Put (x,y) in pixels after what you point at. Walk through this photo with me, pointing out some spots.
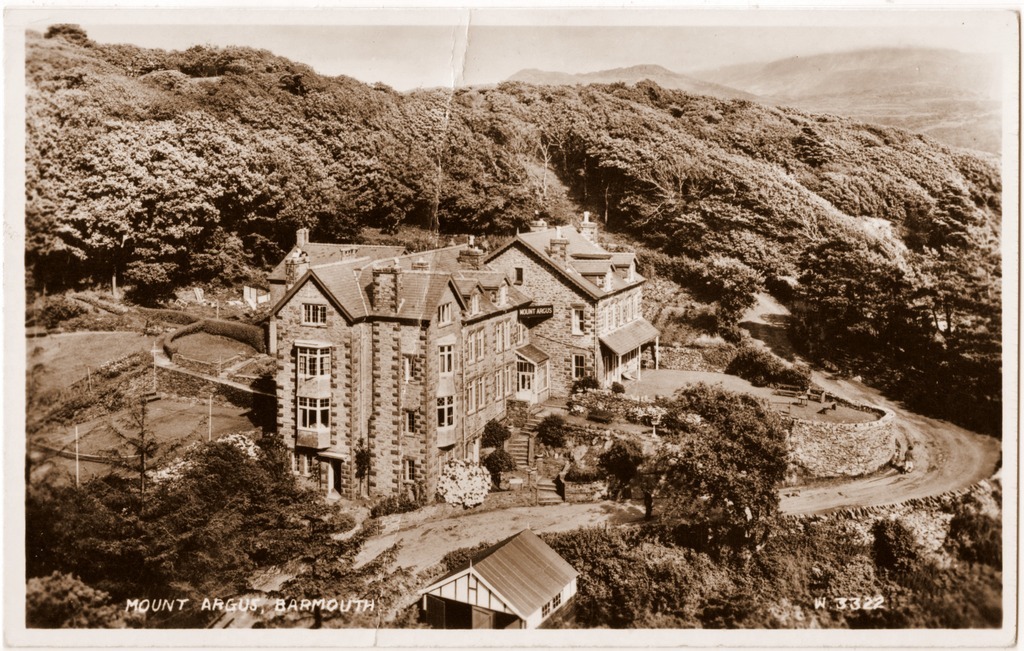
In this picture we can see the hills (932,119), trees (823,163) and we can see the buildings (334,253), poles (77,436), pathway (418,539). At the bottom portion of the picture (500,546) we can see a house (523,613) and watermarks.
